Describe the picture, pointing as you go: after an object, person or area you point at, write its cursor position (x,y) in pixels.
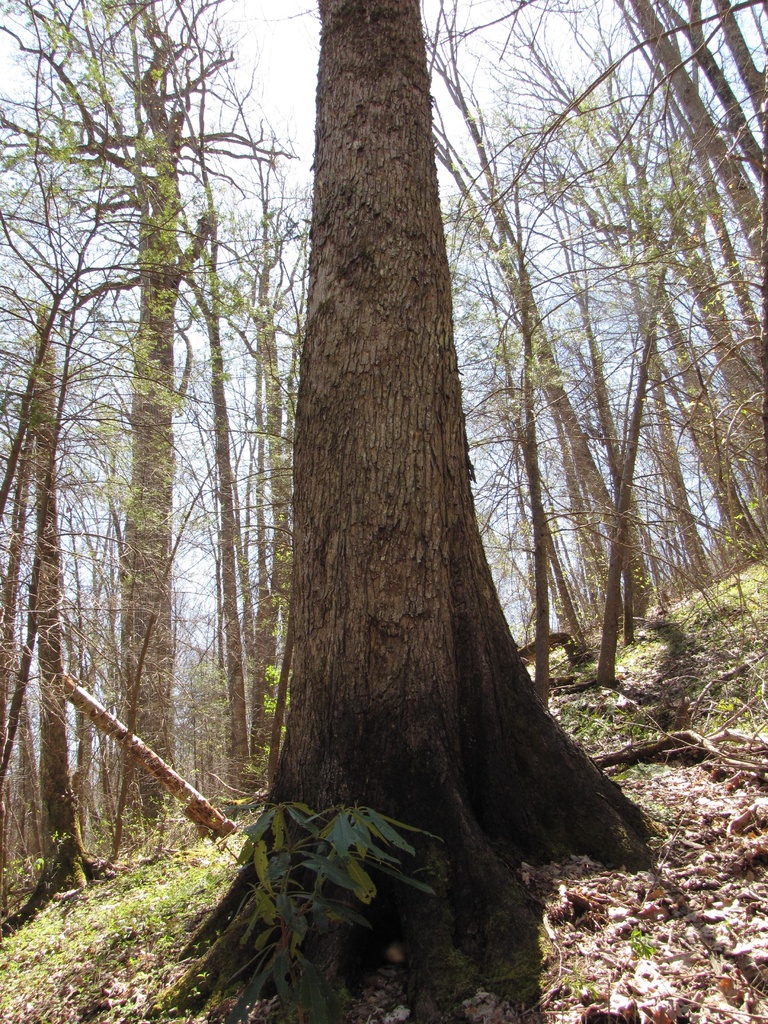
In this picture we can see trees (407,194) and in the background (314,4) we can see the sky (287,164).
